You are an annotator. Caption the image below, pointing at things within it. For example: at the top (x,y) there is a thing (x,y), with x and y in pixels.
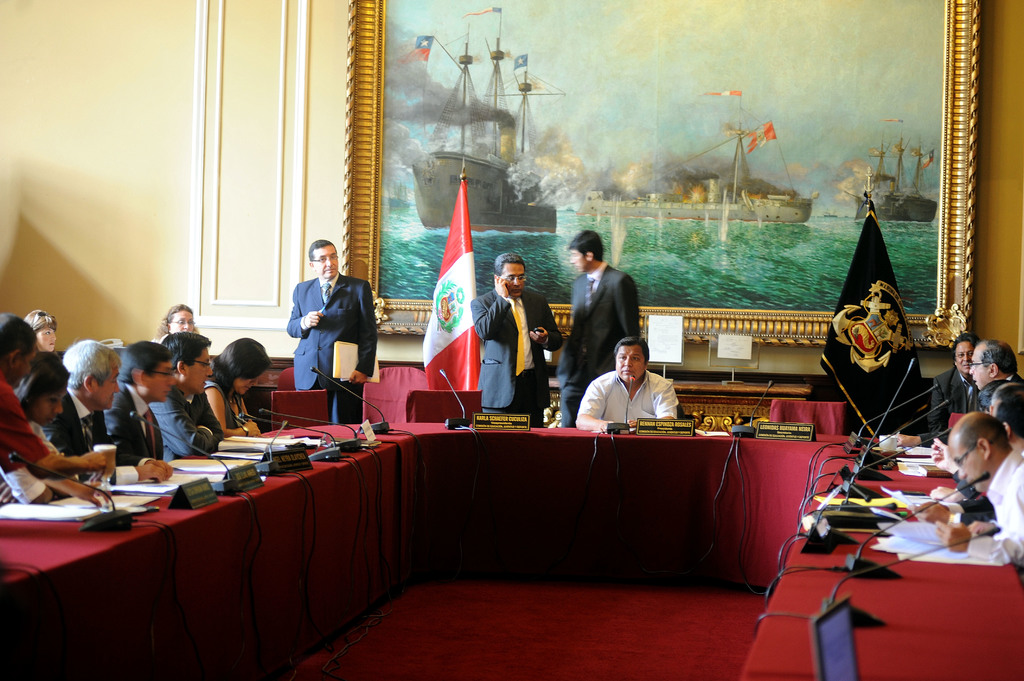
In this picture we can see some people (137,451) sitting in front of a table (526,490), we can see two flags (880,378) here, there are some papers (194,462), microphones (189,443), boards (481,418) present on the table (644,492), in the background (292,162) there is a wall (306,167), we can see portrait (632,148) here, there are three persons (526,329) standing here.
